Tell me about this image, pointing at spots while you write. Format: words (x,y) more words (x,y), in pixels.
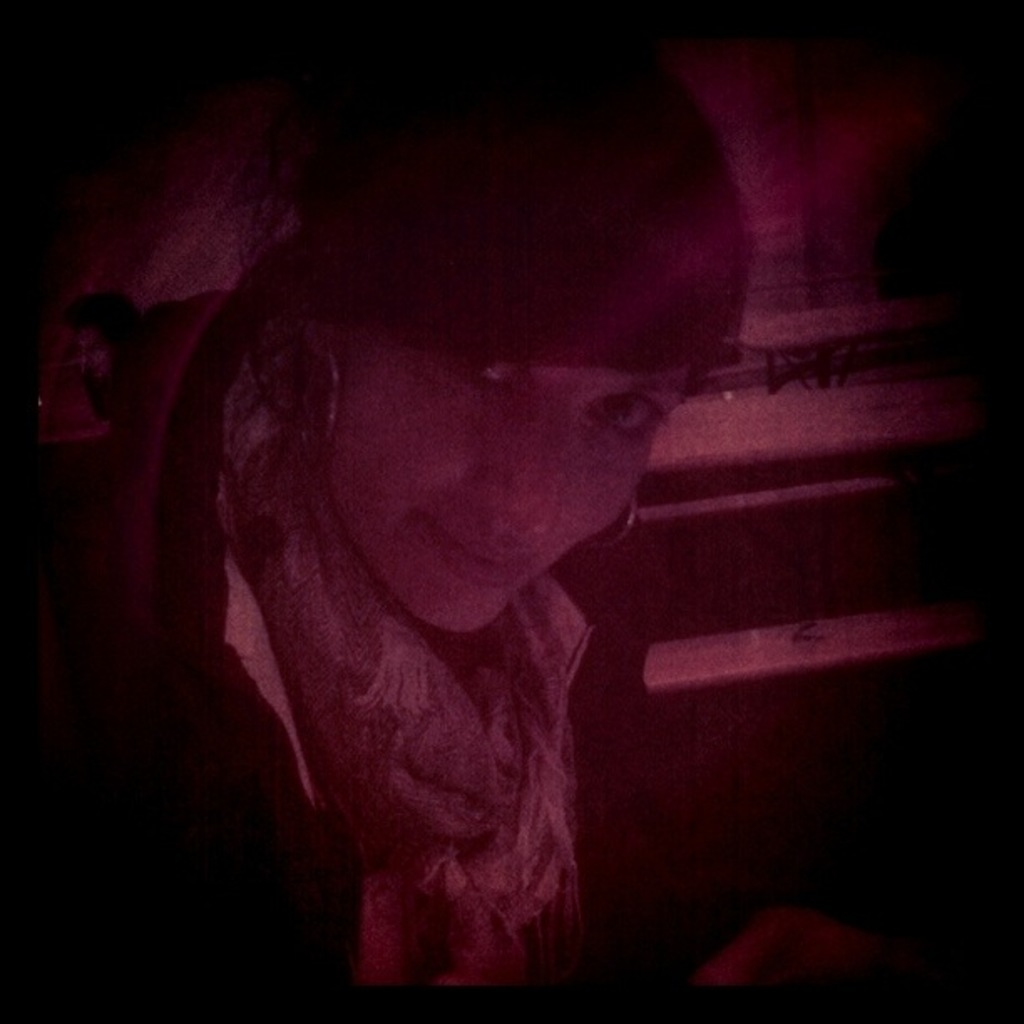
This is an image clicked in the dark. In this image I can see a woman (372,543) is looking at the picture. The background (966,885) is in black color.
